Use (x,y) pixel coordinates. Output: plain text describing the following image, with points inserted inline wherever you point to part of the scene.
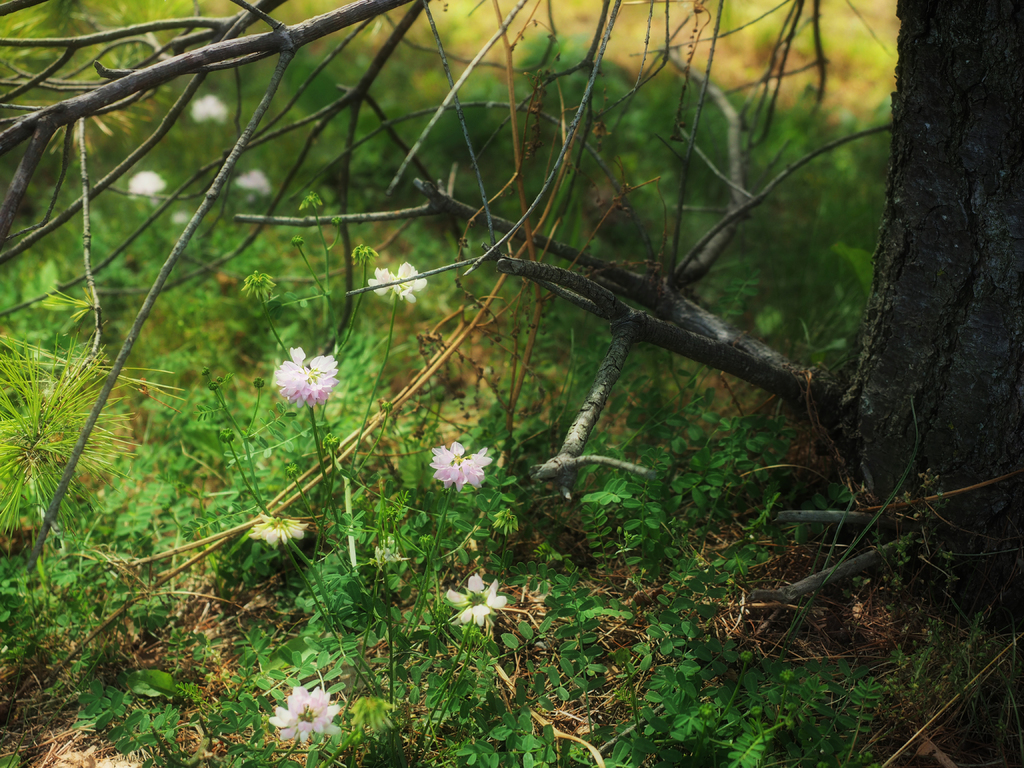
In the image there is a tree trunk (881,399), some dry branches (353,216) and there is a grass (322,326) and in between the grass (383,589) there are small flowers (286,387).
